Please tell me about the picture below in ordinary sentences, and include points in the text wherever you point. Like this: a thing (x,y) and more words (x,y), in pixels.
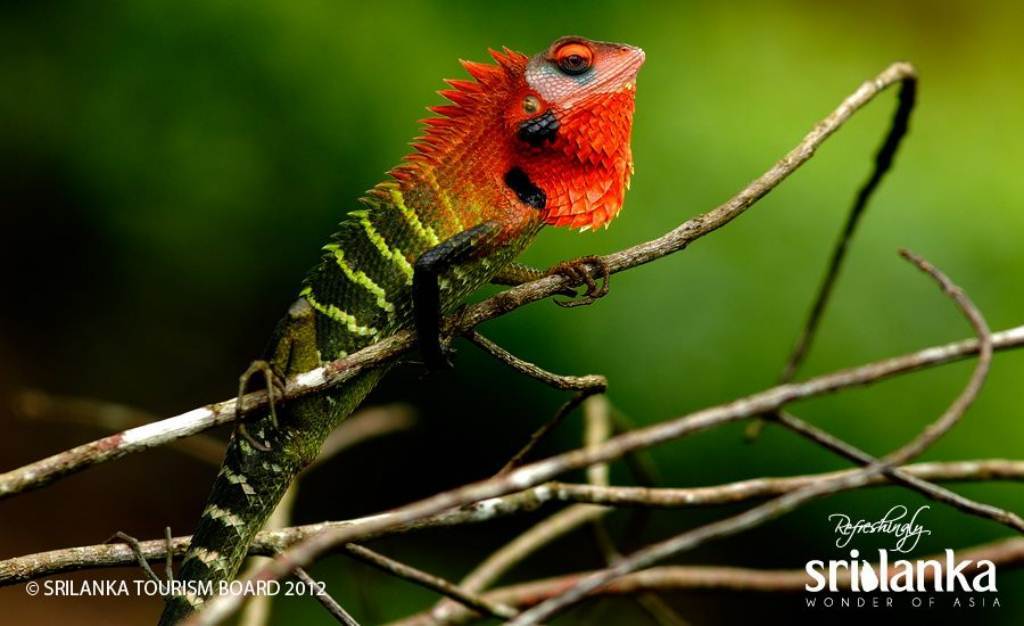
In this image we can see a lizard (591,228) on a branch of a tree (497,491). At the bottom of the image (316,588) we can see some text (836,581).
